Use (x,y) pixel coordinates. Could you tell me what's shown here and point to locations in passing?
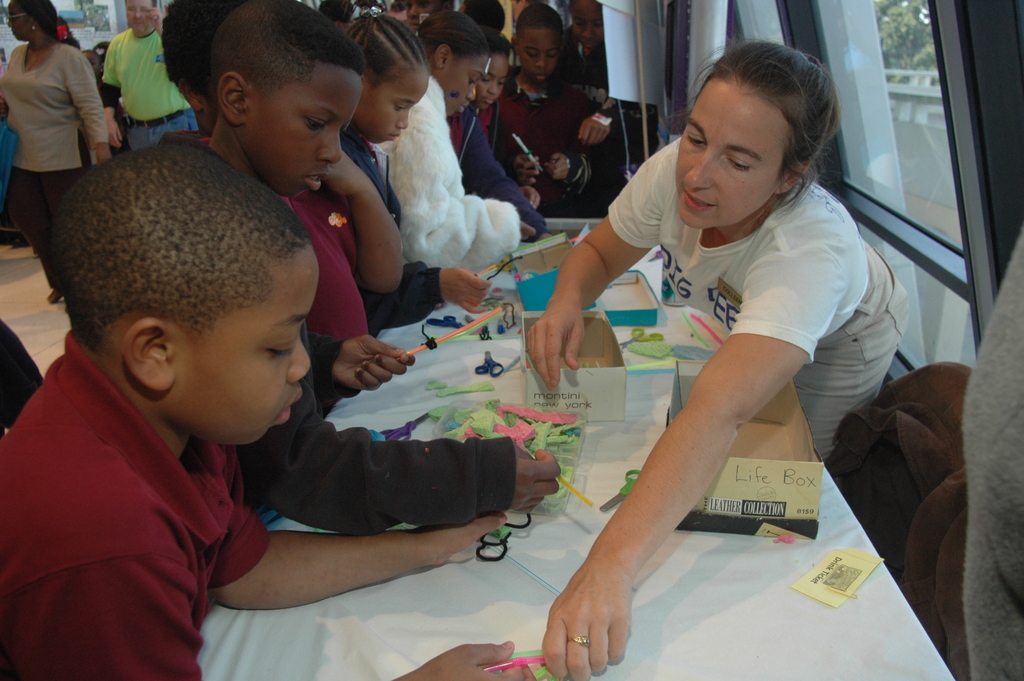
In the image there is a woman (793,221) in white dress (795,317) standing in front of window (909,353) and there are few kids (274,366) standing in front of table (590,449) with papers (576,439), scissors (492,369) and boxes (584,334) on it, in the back (159,97) there are many people (131,122) walking.
